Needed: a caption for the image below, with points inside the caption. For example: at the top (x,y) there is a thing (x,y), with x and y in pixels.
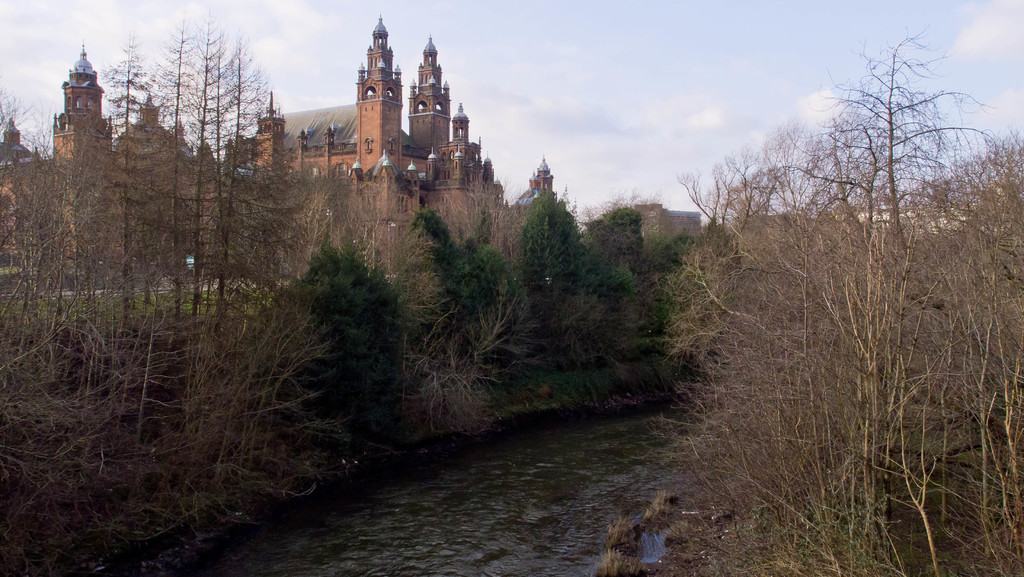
In this image we can see the water (583,547) and there are some plants (774,536) and trees (191,204) and we can see a building (321,134) which looks like a palace (339,149) in the background (425,158) and at the top (707,117) we can see the sky (784,51).
